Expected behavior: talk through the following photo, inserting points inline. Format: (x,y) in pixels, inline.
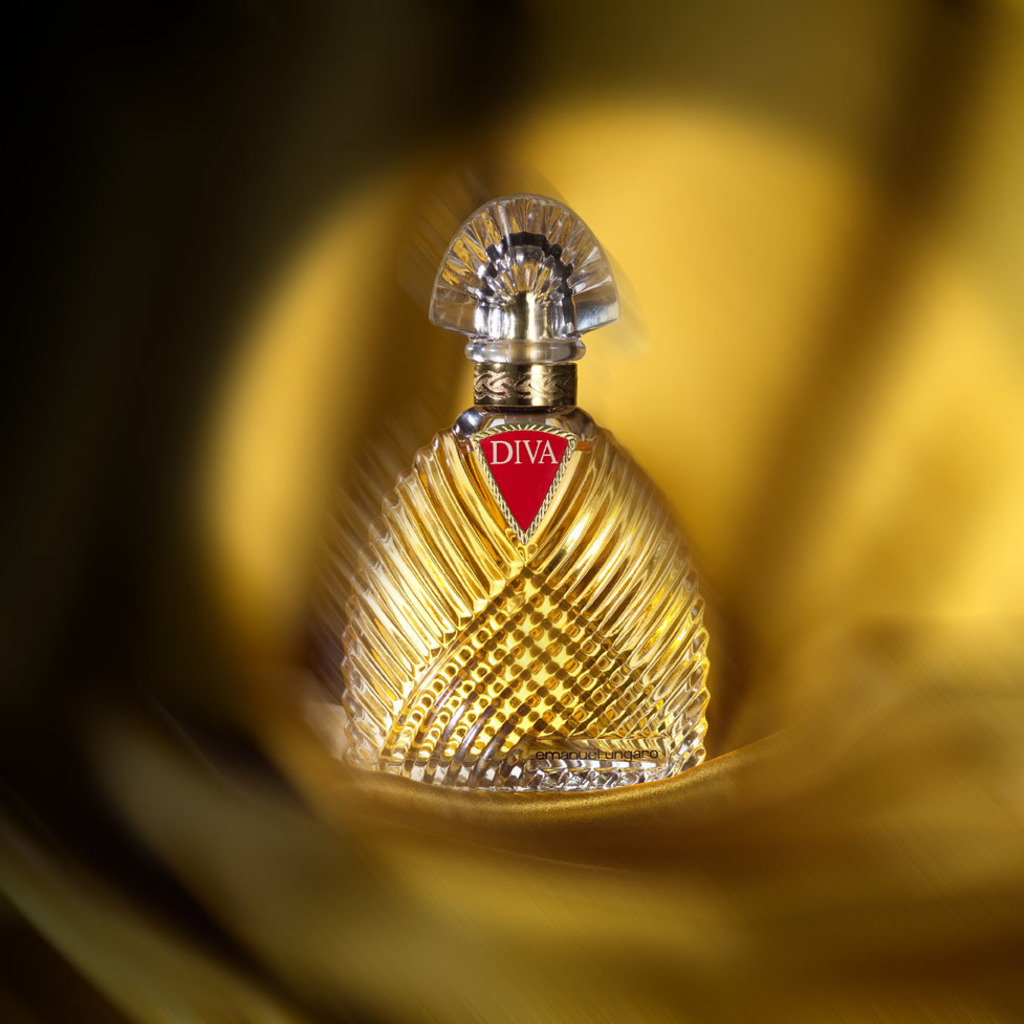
In the middle of the image (631,570), there is a bottle (585,519) having red color logo (555,484) on it. And the background is blurred.
